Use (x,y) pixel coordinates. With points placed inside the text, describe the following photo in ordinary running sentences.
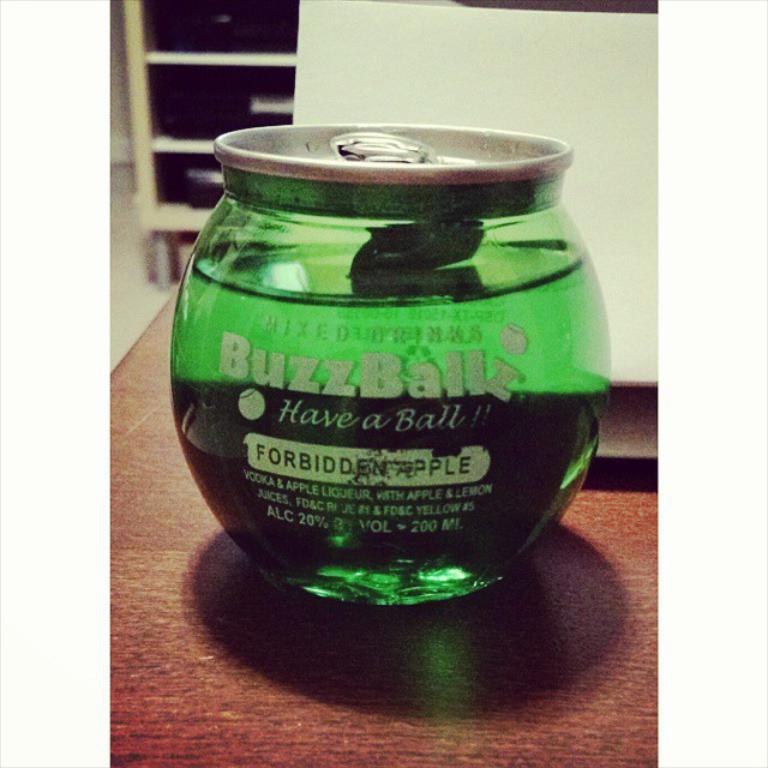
This image is taken indoors. At the bottom of the image (366,632) there is a table (159,319) with a laptop (631,107) and a jar (393,318) on it. In the background (184,81) there is a cupboard (185,112).
